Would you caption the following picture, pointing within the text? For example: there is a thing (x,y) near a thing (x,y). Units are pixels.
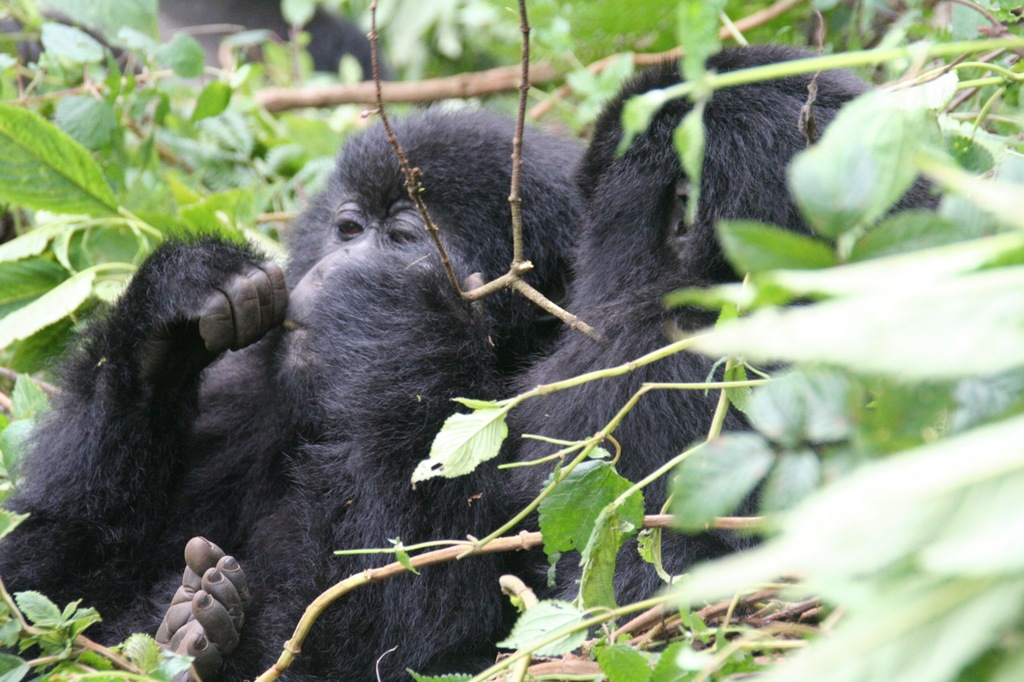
In this image there are two black monkeys (473,318) in the middle (451,397). There are plants (584,521) with green leaves (289,58) around them.
